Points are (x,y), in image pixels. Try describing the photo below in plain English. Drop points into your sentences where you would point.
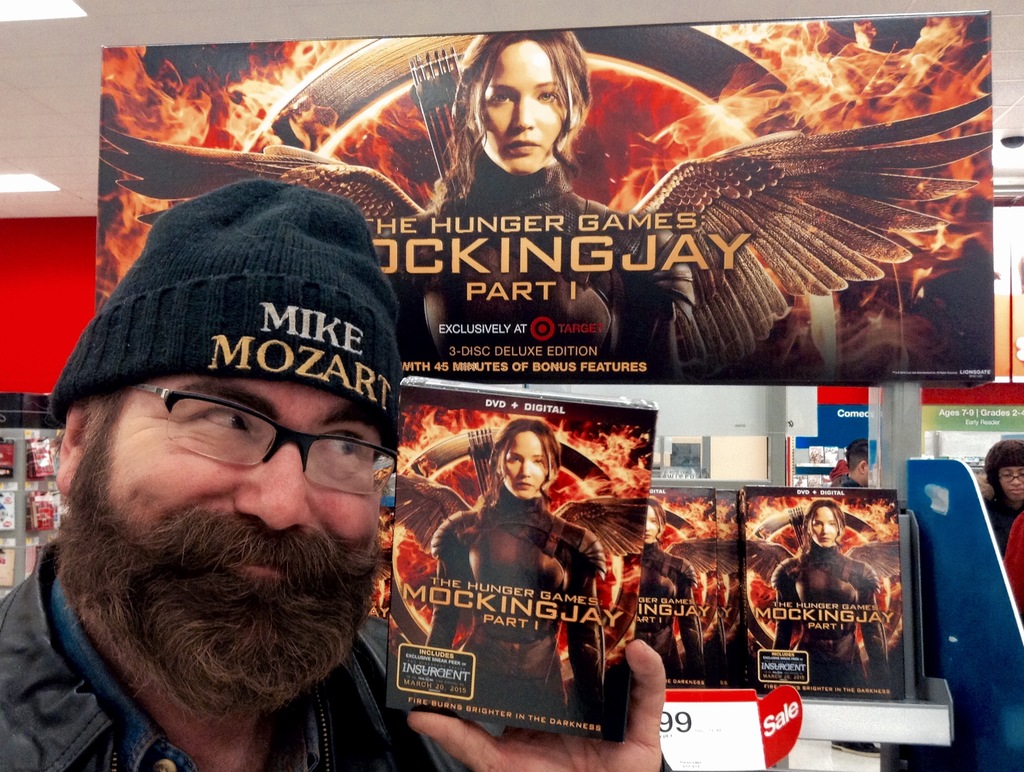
In this picture I can see a man (272,610) is holding some object (531,604) in the hand (634,652). The man (288,446) is wearing a cap (283,339), spectacles (245,452) and a jacket (79,713). In the background (855,376) I can see a board (633,274) on which I can see a picture (526,167) of woman (497,153) and something written on it. Here I can see some other objects (798,535) and some people (986,492) on the right side (996,545).
